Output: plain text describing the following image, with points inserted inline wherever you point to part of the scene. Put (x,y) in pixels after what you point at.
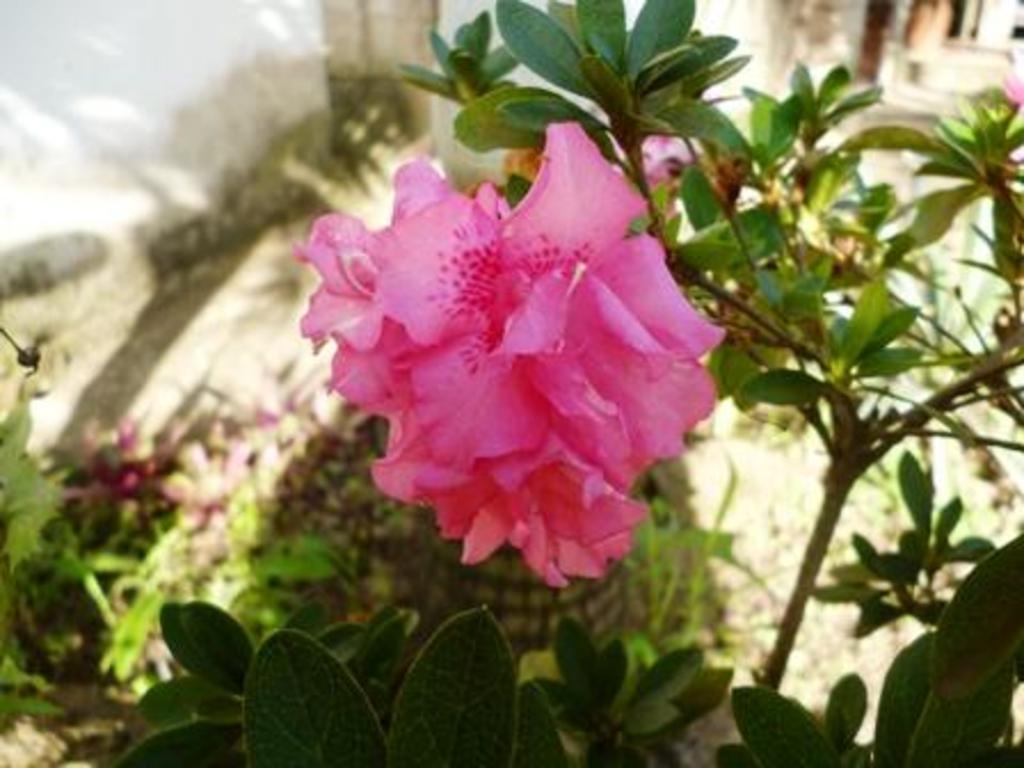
In this image there is a flower (540,354) of a plant (542,298). In this image we can see leaves (686,251).
